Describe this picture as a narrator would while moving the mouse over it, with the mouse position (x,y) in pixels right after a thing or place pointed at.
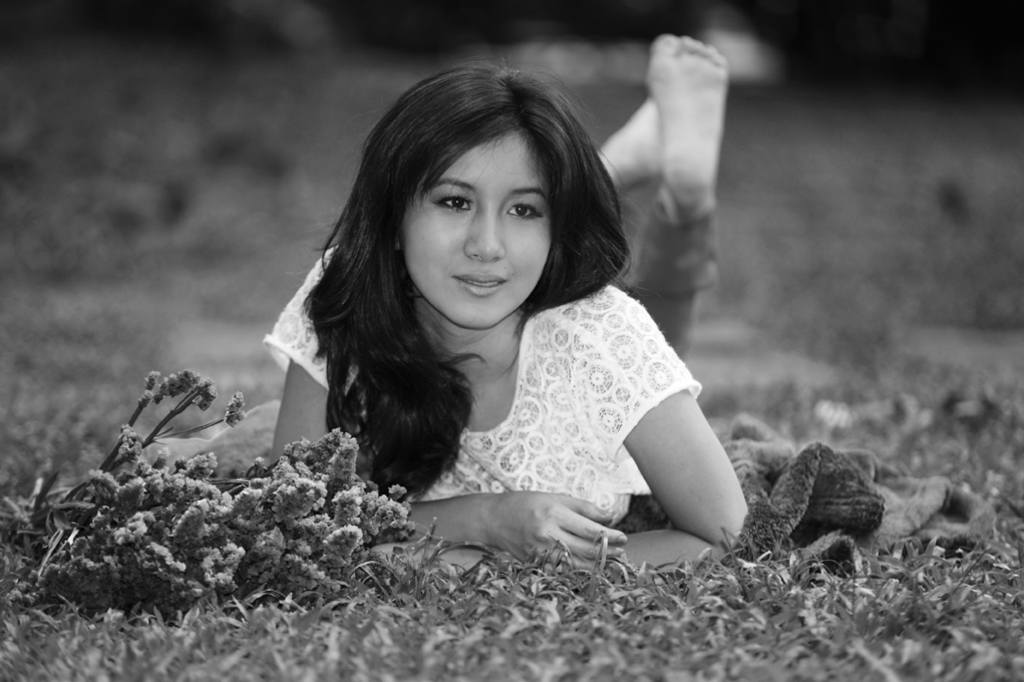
It is a black and white image. At the center of the image (406,361) there is a girl (505,314) lying on the grass (501,576). In front of her there are flowers (287,464). Beside her there is a jacket (856,470).
